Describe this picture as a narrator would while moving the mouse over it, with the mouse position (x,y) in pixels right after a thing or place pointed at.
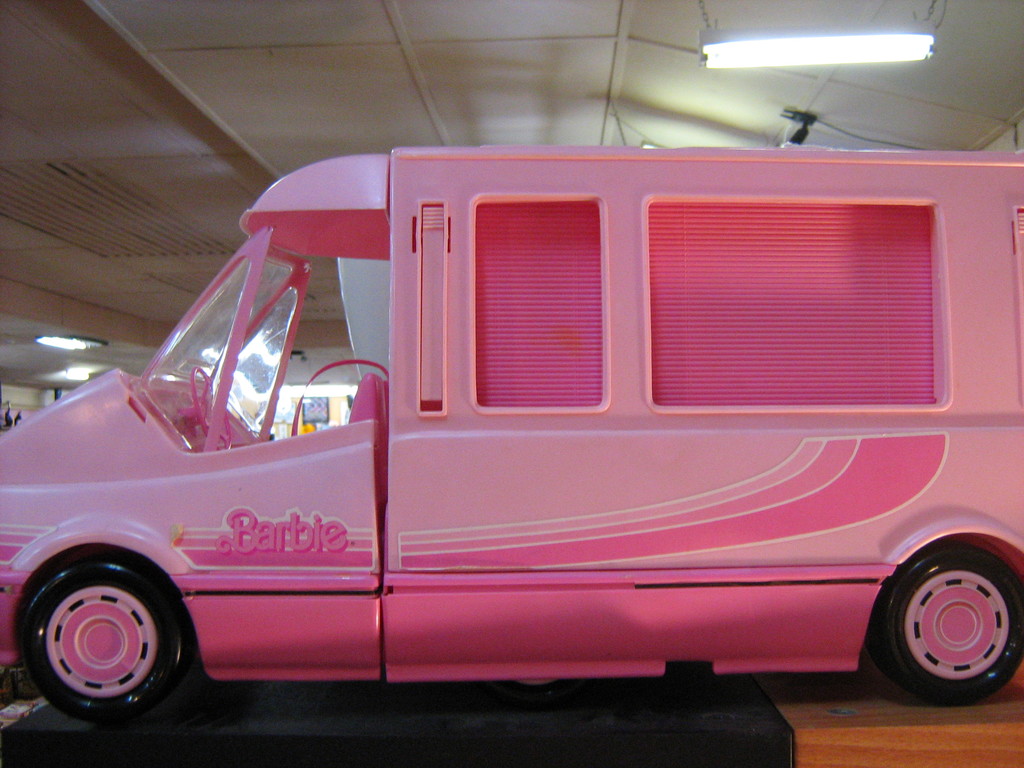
In this picture we can see a vehicle (492,653) on a stand (242,755) and in the background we can see a roof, lights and some objects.
